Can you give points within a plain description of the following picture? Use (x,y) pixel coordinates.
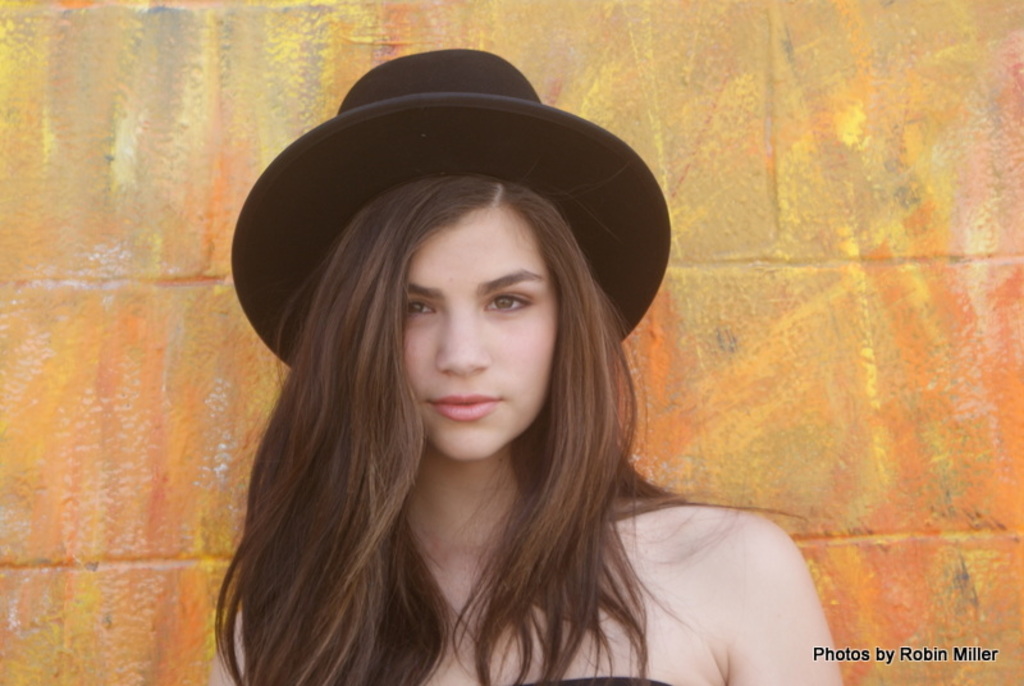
In this picture I can see a woman (570,445) standing, she wore a cap (297,169) on her head (386,228) and a wall (141,358) on the back (976,465) with some painting (740,151) on it and text (830,647) at the bottom right corner of the picture (993,649).
